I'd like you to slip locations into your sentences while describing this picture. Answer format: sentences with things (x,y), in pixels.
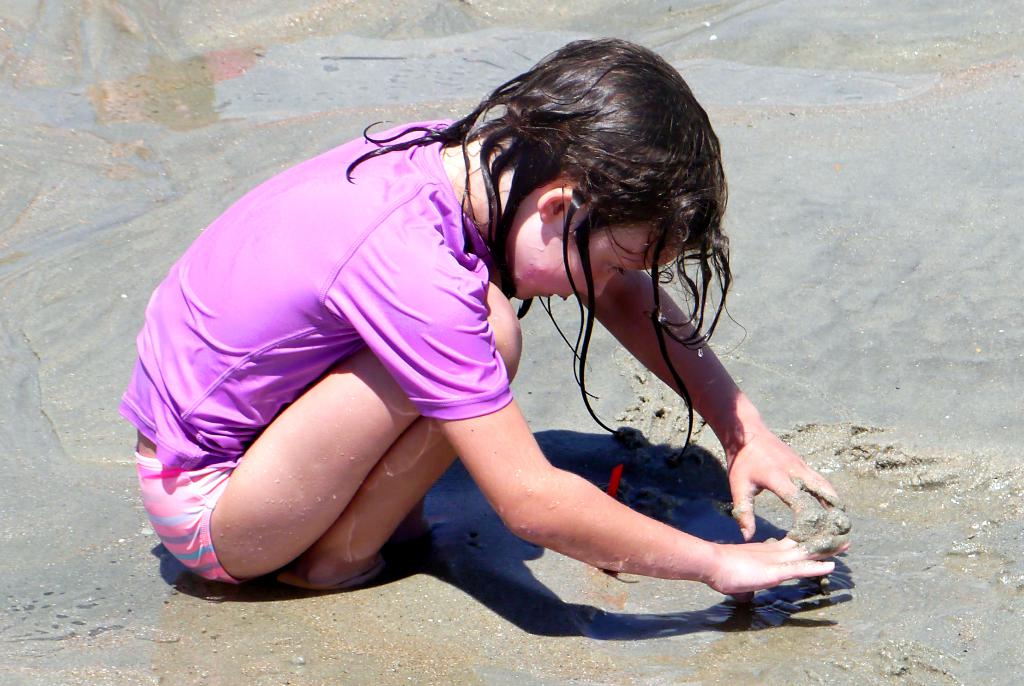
In this image there is a child (428,402), sand (865,361) and water (106,96).
